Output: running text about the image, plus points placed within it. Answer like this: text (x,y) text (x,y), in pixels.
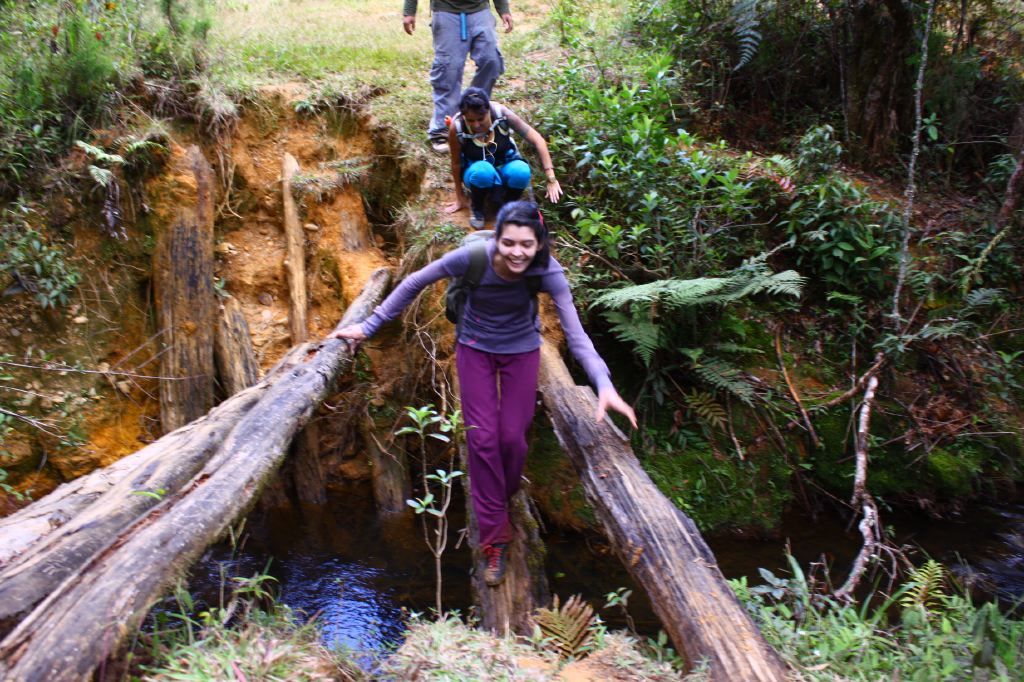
In this image I can see the ground (279,28), some grass (279,28) on the ground (279,28) and few trees (628,92) which are green in color. I can see few persons (513,125) on the ground (417,55) and a person (531,349) is standing on the wooden log (521,544). I can see the water (347,601).
